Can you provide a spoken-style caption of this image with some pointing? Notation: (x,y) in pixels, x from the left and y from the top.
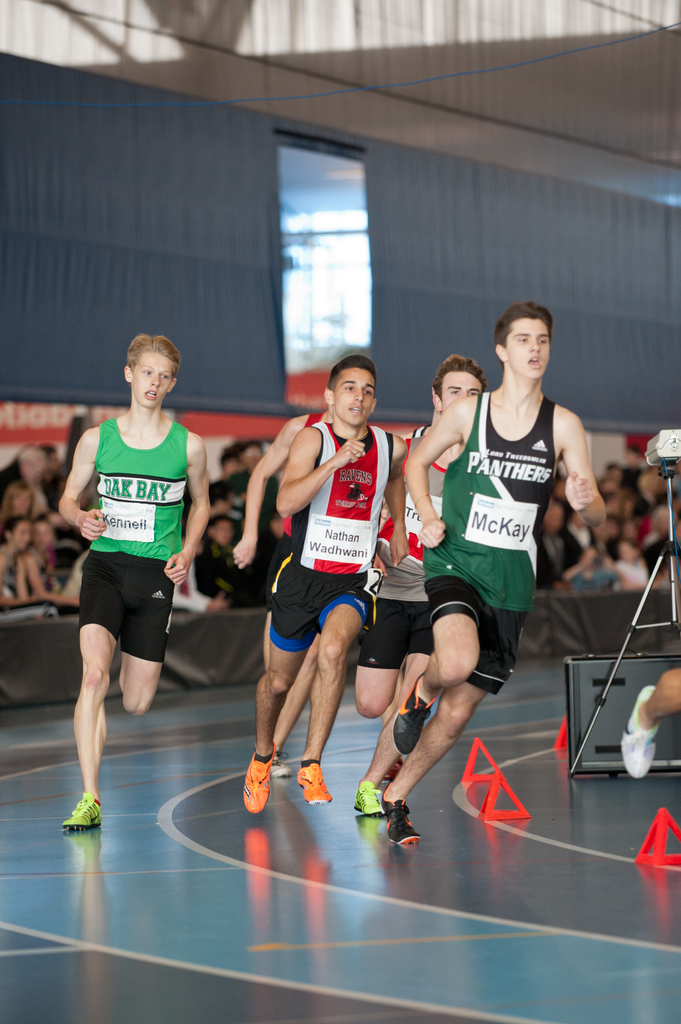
In the picture there is an indoor stadium (499,884), there are some people (373,570) running, beside there are many people (561,487) present.
